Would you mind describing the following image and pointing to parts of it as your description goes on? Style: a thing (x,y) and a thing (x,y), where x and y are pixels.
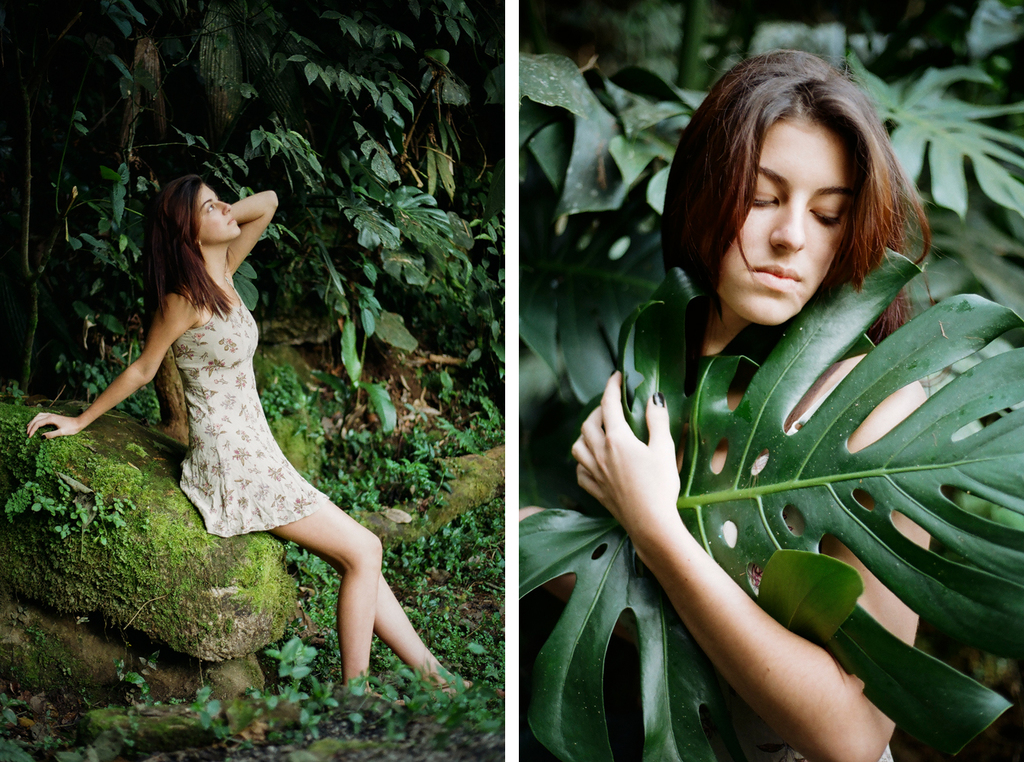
In this image i can see a two women (713,264), on the left side woman (242,323) she is sitting on stone (61,530) and at the top (259,41) I can see trees (207,49) on the left side (252,158).
